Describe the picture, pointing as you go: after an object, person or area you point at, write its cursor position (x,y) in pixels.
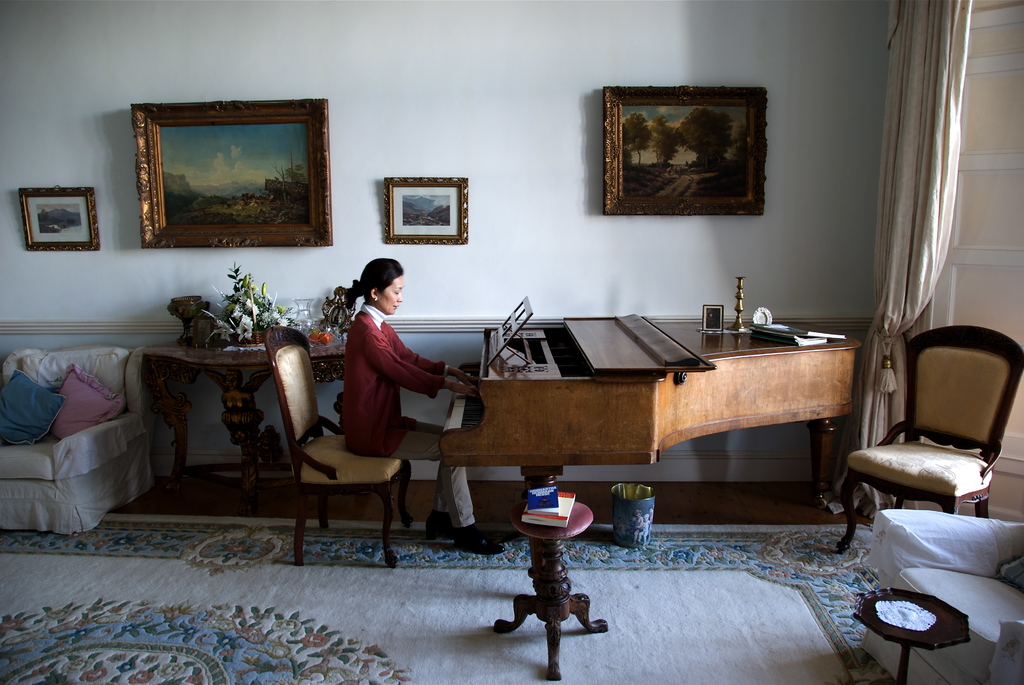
The picture consists of a woman (381,439) sat on chair (399,463) playing piano (559,428), this seems to be living room (543,629), on the right side (866,458) there are chair (958,463) and sofa (959,595) and on the left side (87,438) there is sofa (134,418) and on the wall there are paintings (253,160).
